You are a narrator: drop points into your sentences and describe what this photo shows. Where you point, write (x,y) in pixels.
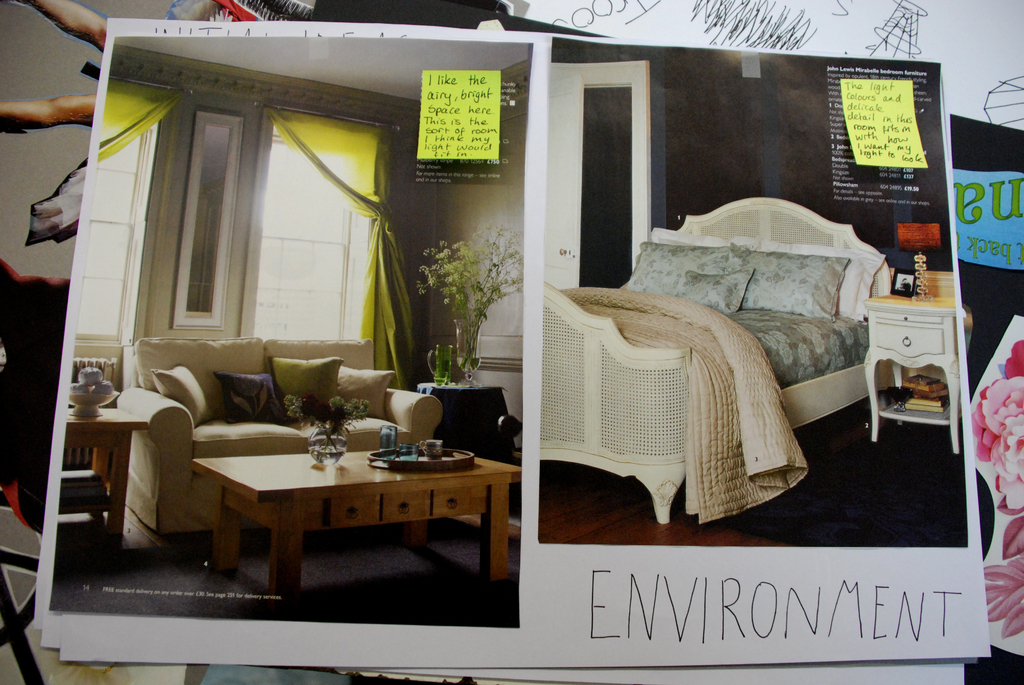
In this image on the right side (709,364) there is one bed (630,408) and on the left side (234,415) there is one couch (205,419) and on the top of the image (180,206) there is one wall (907,267) and in the right side (731,426) on the bed (819,329) there is one blanket (705,364) some pillows (716,274) and on the right side (912,366) there is one cupboard (905,357) and on the cupboard (930,304) there is one photo frame (909,282) and inside of the cupboard (914,324) there are some books (925,391) on the left side (270,493) there is one table (301,481) and on the middle of the image (463,359) there is one plant (467,299) on the left side (114,473) there is one table (73,436) and on the top of the left there are two windows (131,226) and two curtains (295,144) and one ceiling (374,60).
